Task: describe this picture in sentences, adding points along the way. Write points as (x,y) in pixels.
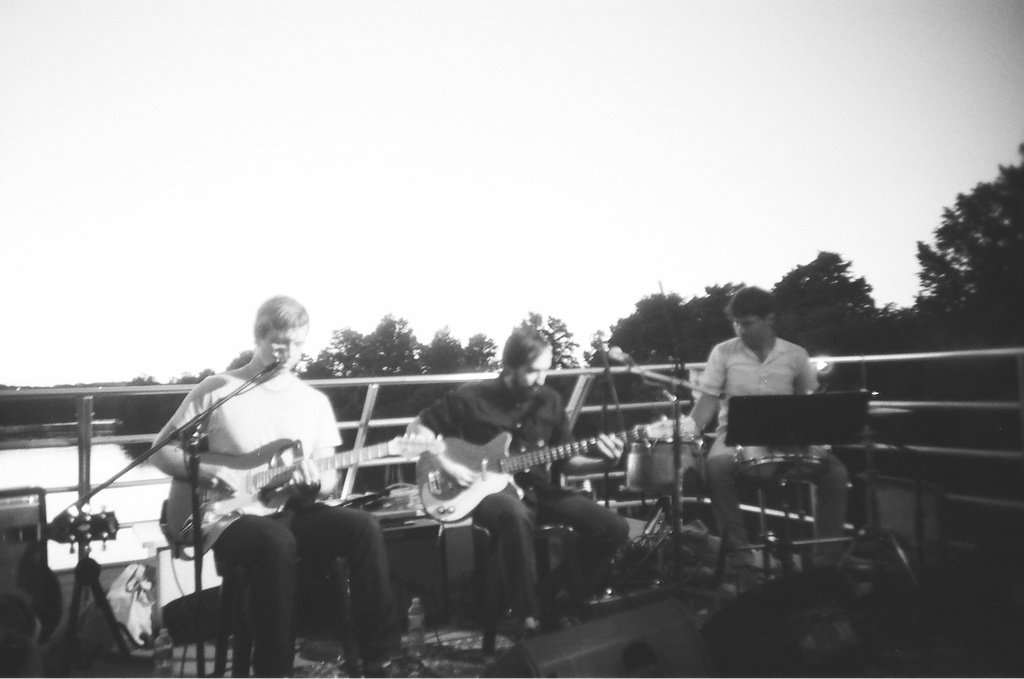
Here we can see a group of people (327,431) are sitting on the chair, and playing the guitar (482,470), and here are the drums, and at back here is the water (116,429), and here are the trees (830,261) and at above here is the sky (177,247).
